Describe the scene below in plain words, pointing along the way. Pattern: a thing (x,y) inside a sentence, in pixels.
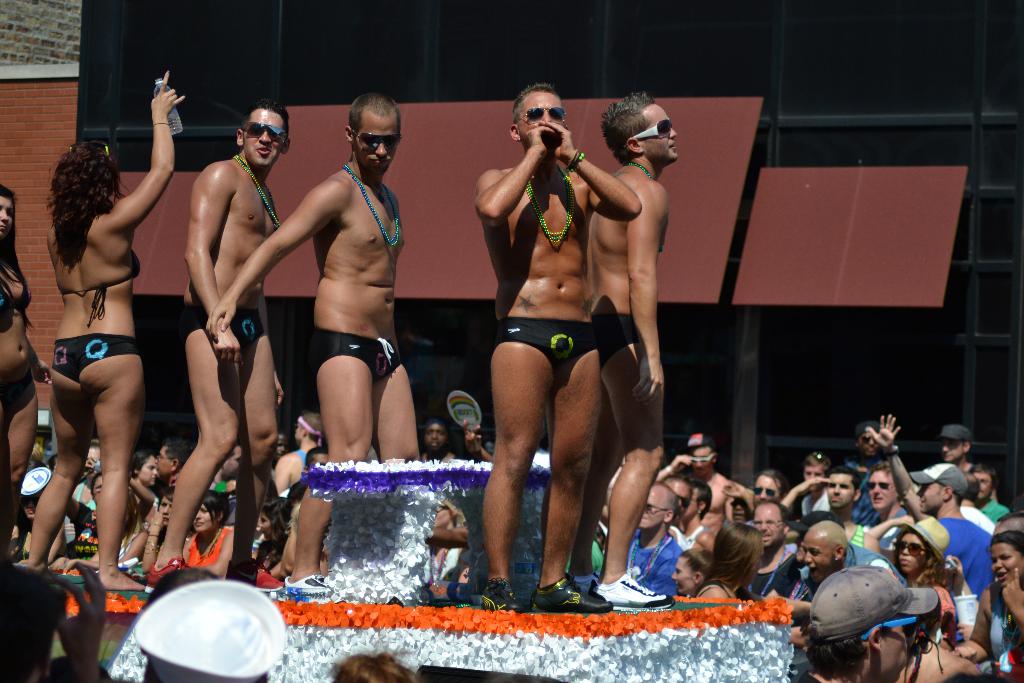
This image is taken outdoors. In the middle of the image (569,403) there is a float (689,602) and a few men (656,594) and women (80,330) are standing on the float (574,614). In the background (423,300) there is a wall (71,88) and many people (198,526) are standing on the ground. At the bottom of the image (897,596) there are a few people (845,648).
